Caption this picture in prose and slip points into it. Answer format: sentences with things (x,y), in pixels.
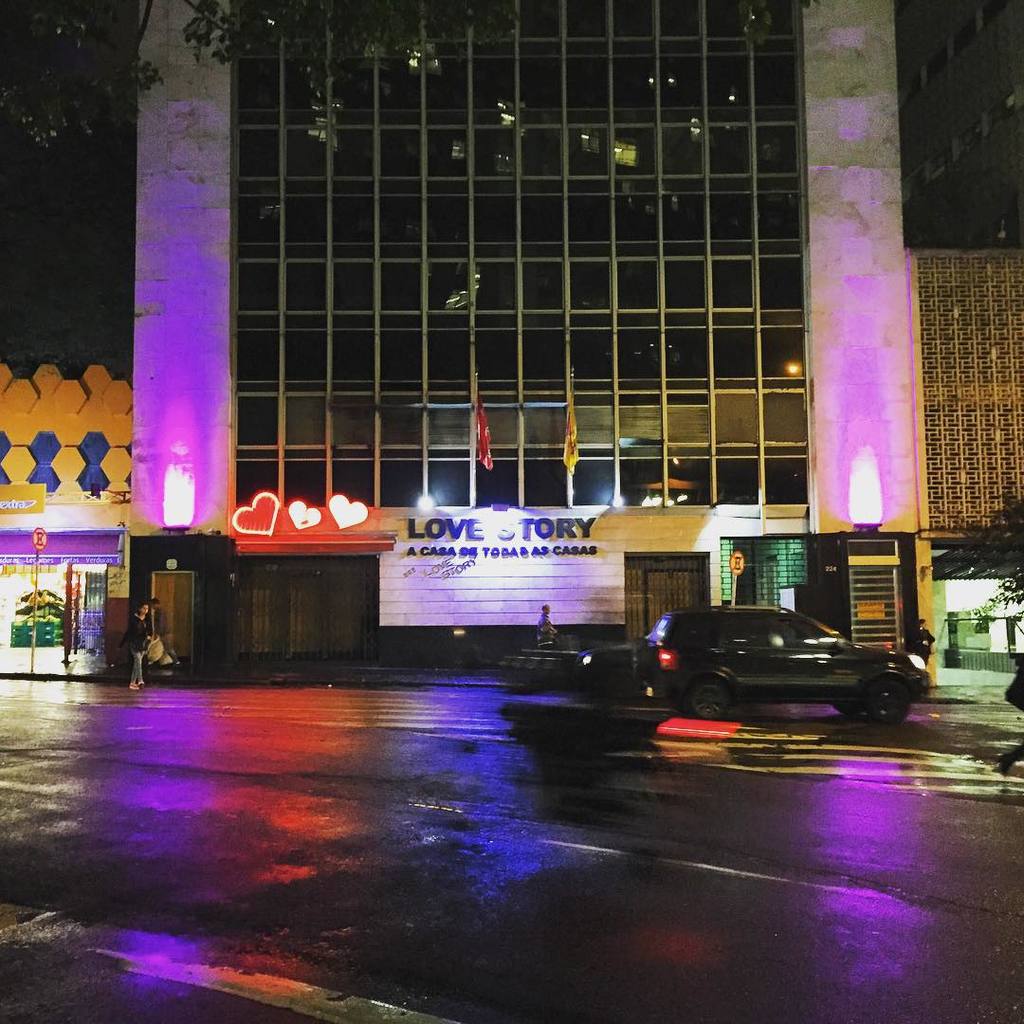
In this image we can see the building (702,235) and glass windows (788,308), near that we can see the flags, after that we can see some written text (518,533) on the board (470,519), on the right (1020,585) we can see a tree (1004,598), we can see people (1016,684), we can see the vehicle (893,671) on the road (1020,736).
